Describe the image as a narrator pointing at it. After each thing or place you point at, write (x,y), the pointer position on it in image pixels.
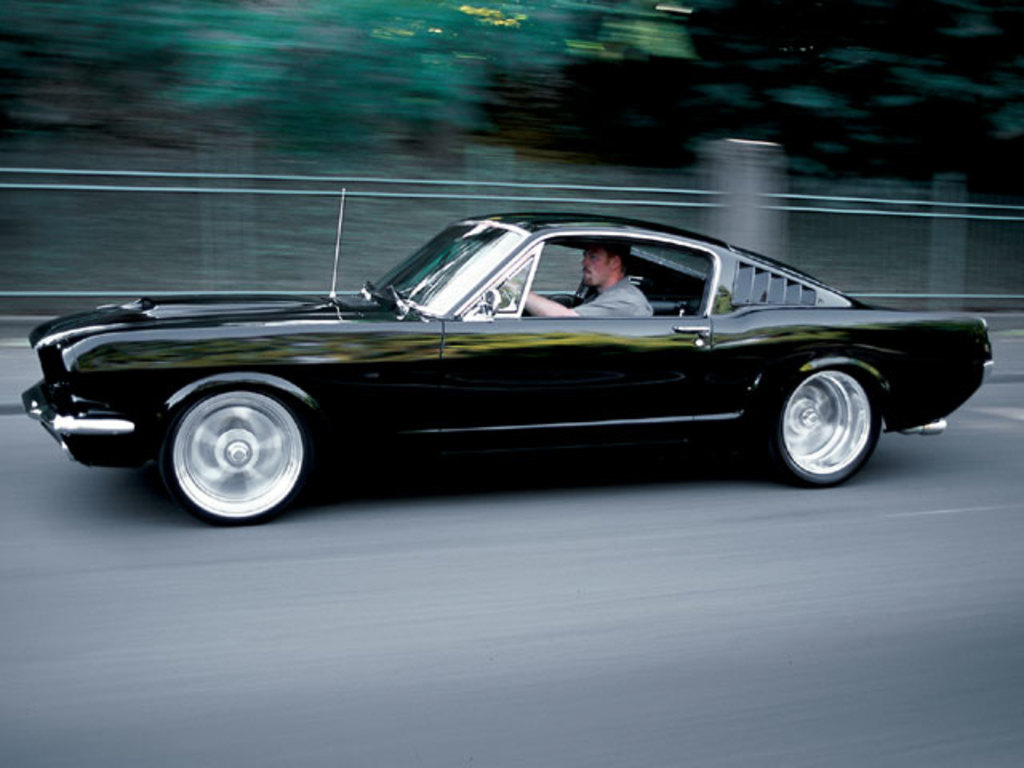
It is a road (72,689) a man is riding a car (450,344), the car (456,350) is of black color, the images taken while the car (928,336) is in motion, in the background (506,103) there are some trees (480,111).
